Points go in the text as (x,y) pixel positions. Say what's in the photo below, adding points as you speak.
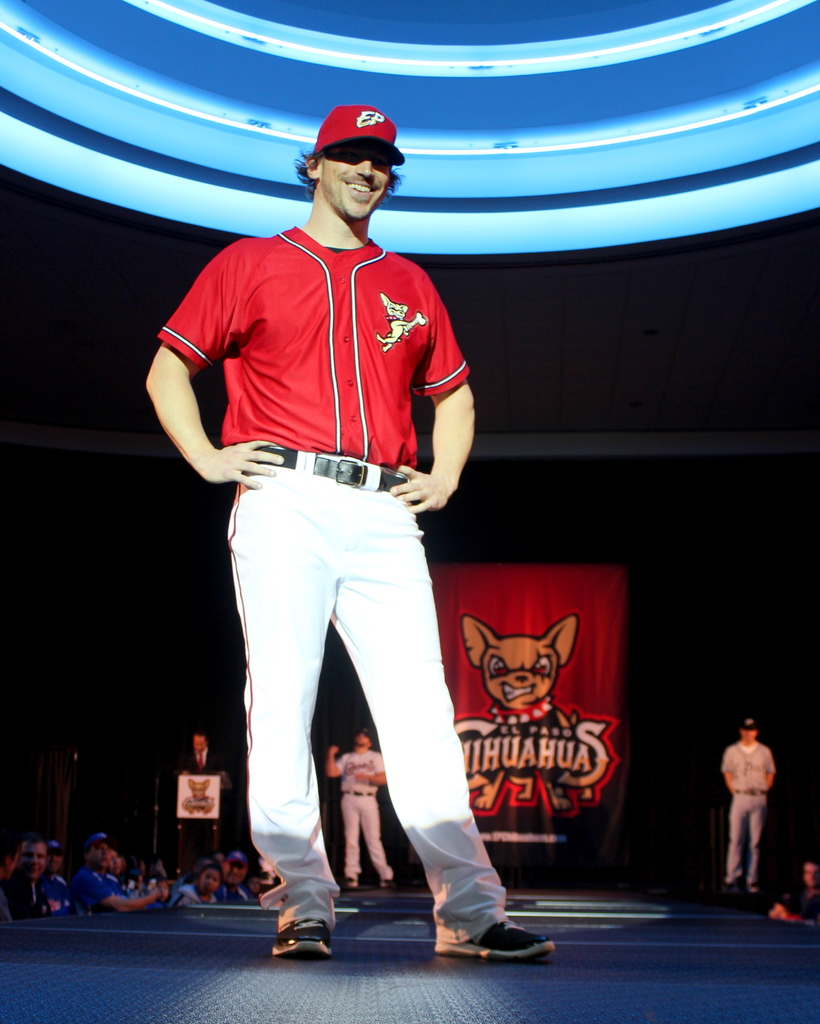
This image consists of a man (337,510) wearing a red T-shirt (319,337) and a red cap (369,150). At the bottom (376,1006), there is a floor (336,955). In the background (103,864), there is a huge crowd (83,881). On the right (623,707), we can see a banner (607,702) and a man (747,864) standing. At the top (473,149), there is a light (588,219) in blue color. The background (45,711) is too dark.
